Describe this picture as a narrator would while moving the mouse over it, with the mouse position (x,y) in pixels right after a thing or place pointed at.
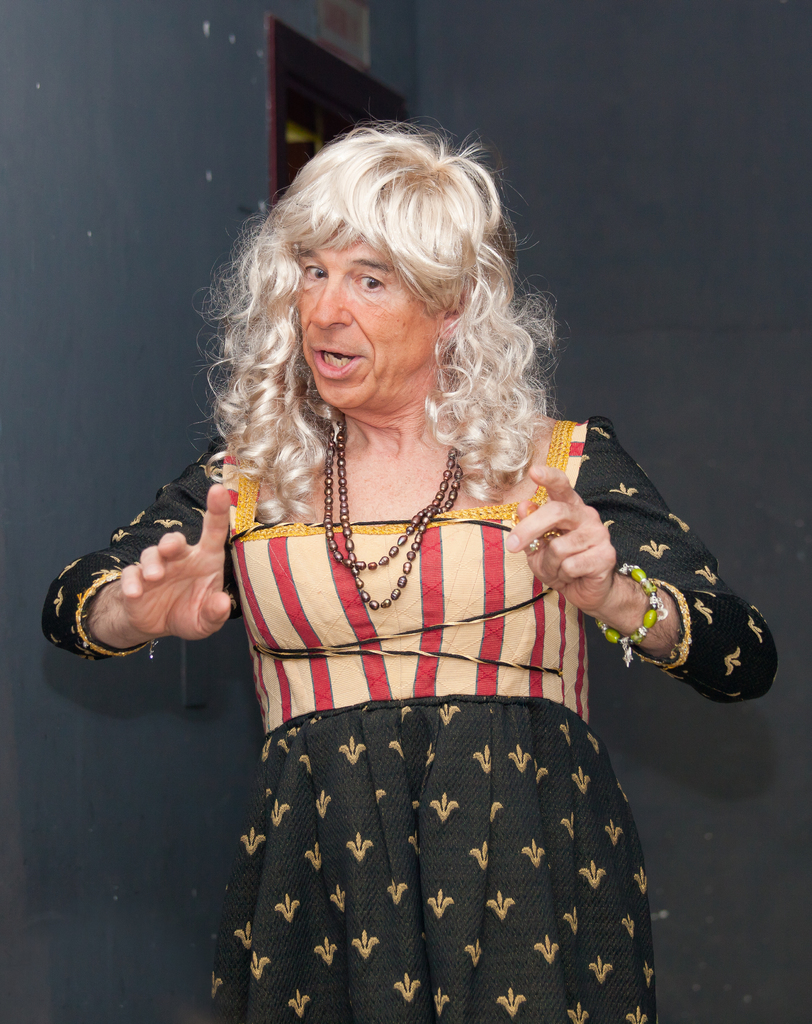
This image consists of a woman (533,734) wearing a black dress (464,803). In the background (63,322), we can see a wall (81,325).
